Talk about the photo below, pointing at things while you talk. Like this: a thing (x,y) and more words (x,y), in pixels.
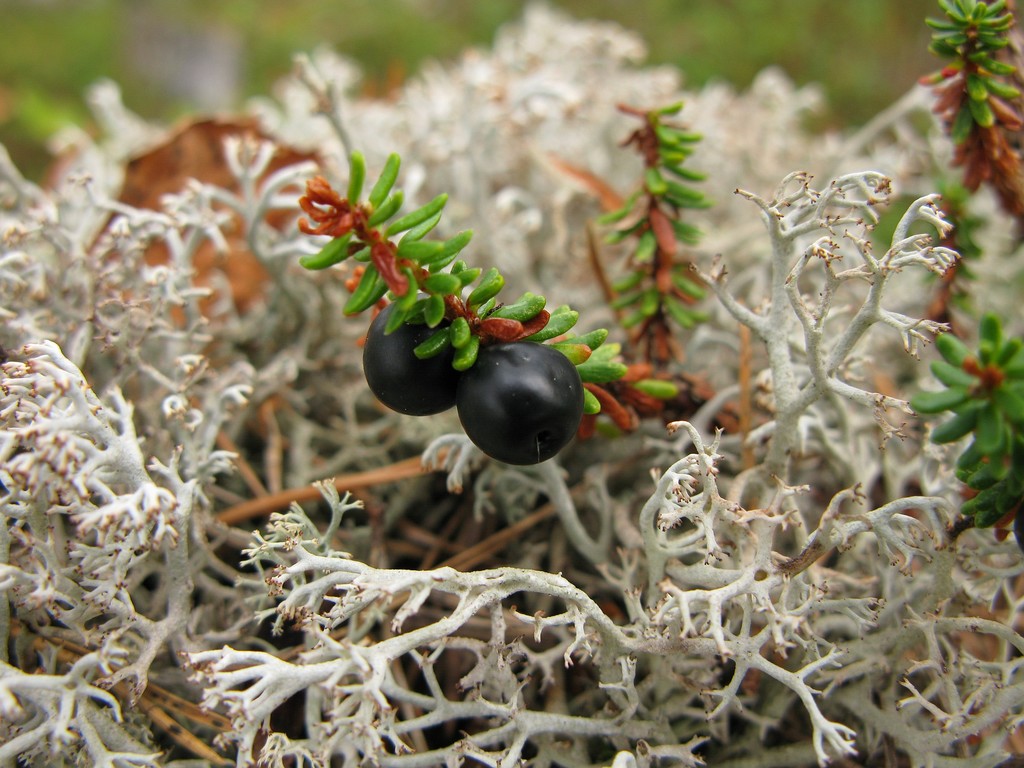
In the center of the image (463,370) there are berries (400,330) to the plant (556,345).
